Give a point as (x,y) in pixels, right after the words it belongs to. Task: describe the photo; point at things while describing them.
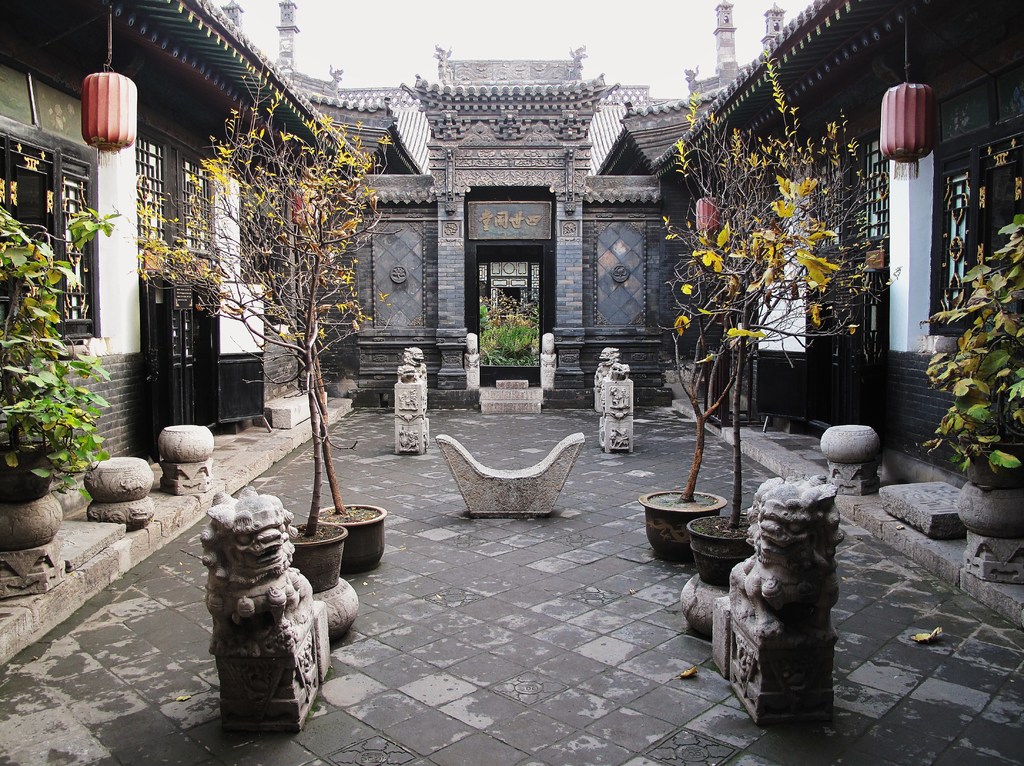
In this image I can see a building (128,161), windows (78,294), flowerpots (25,468), door (193,398) and few statues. The sky (663,40) is in white color.
